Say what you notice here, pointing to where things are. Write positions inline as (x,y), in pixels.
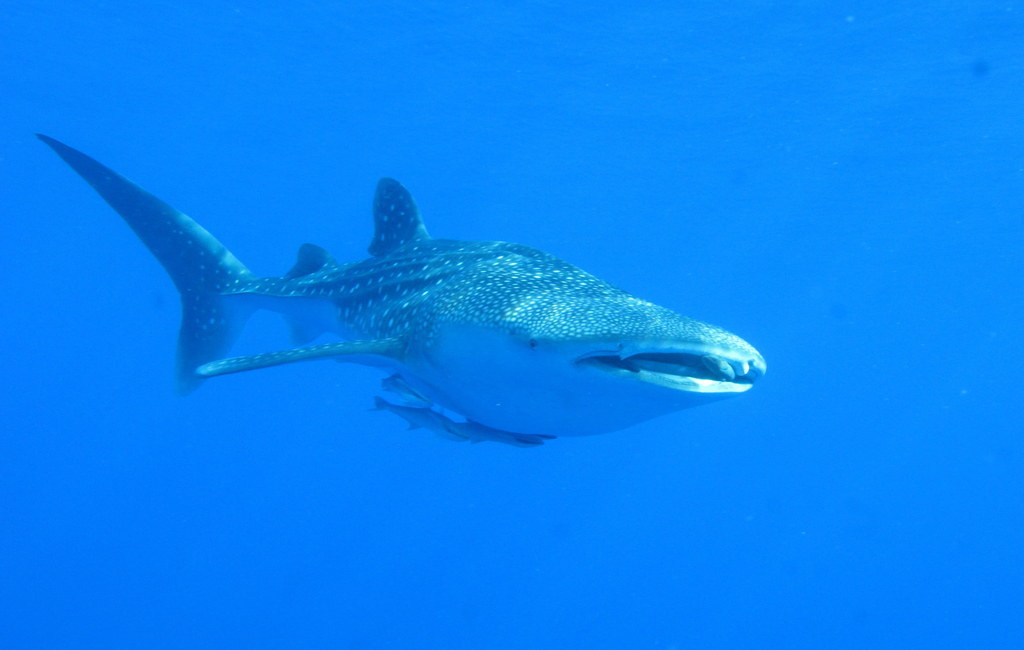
In the middle of the picture (525,251) we can see a whale shark (375,332). This is a image clicked inside the water (679,150).
